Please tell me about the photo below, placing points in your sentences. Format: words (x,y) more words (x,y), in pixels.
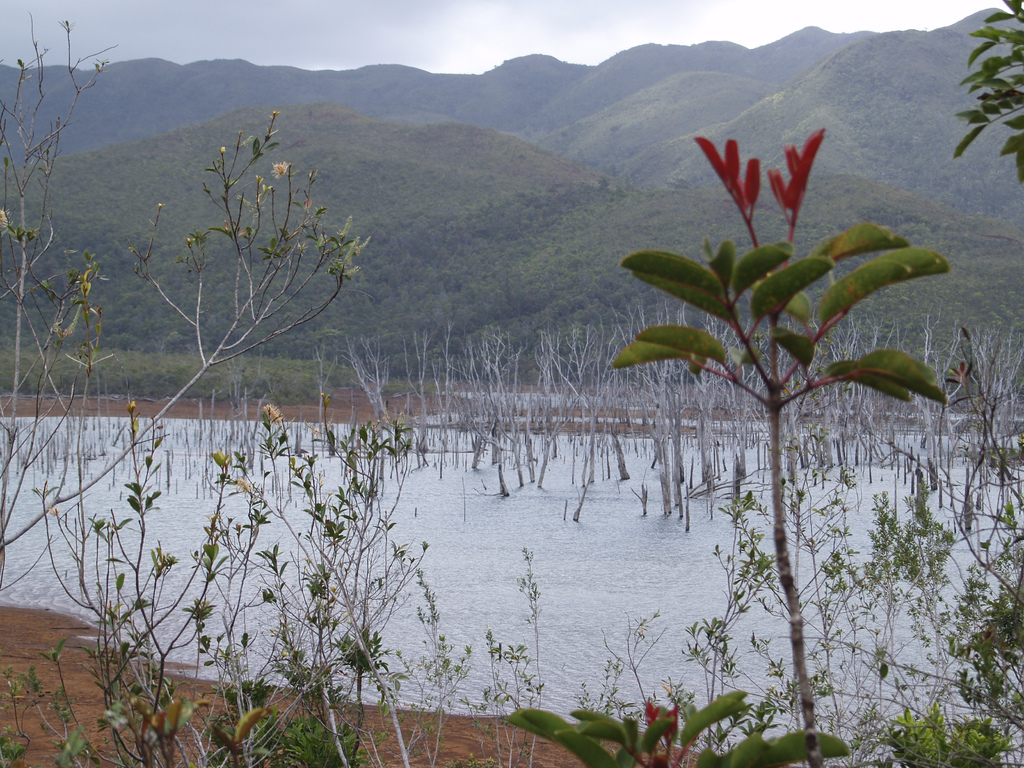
In this image there are plants (461,671), behind the plants (716,640) there is water surface (458,602) in that there are dead tree trunks (679,404), in the background (436,219) there are mountains (580,133) and the sky (495,58).
